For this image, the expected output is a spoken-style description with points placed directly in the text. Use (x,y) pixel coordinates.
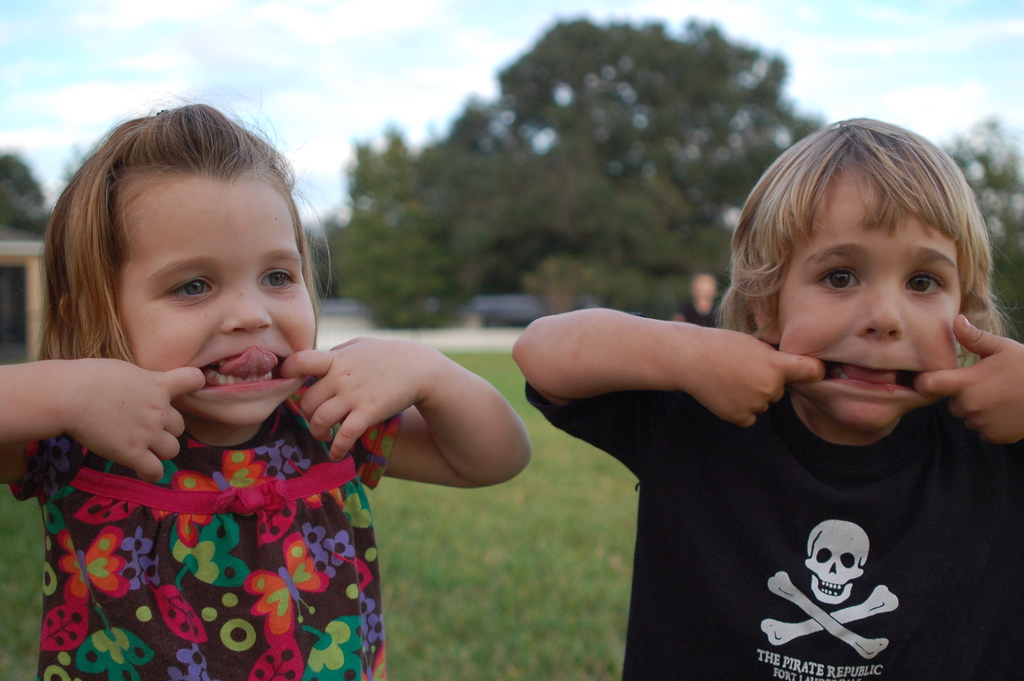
In this image, I can see two kids (676,478). At the bottom of the image (449,565), there is grass (535,553). In the background (411,296), I can see the trees (676,211) and there is the sky (308,123).
